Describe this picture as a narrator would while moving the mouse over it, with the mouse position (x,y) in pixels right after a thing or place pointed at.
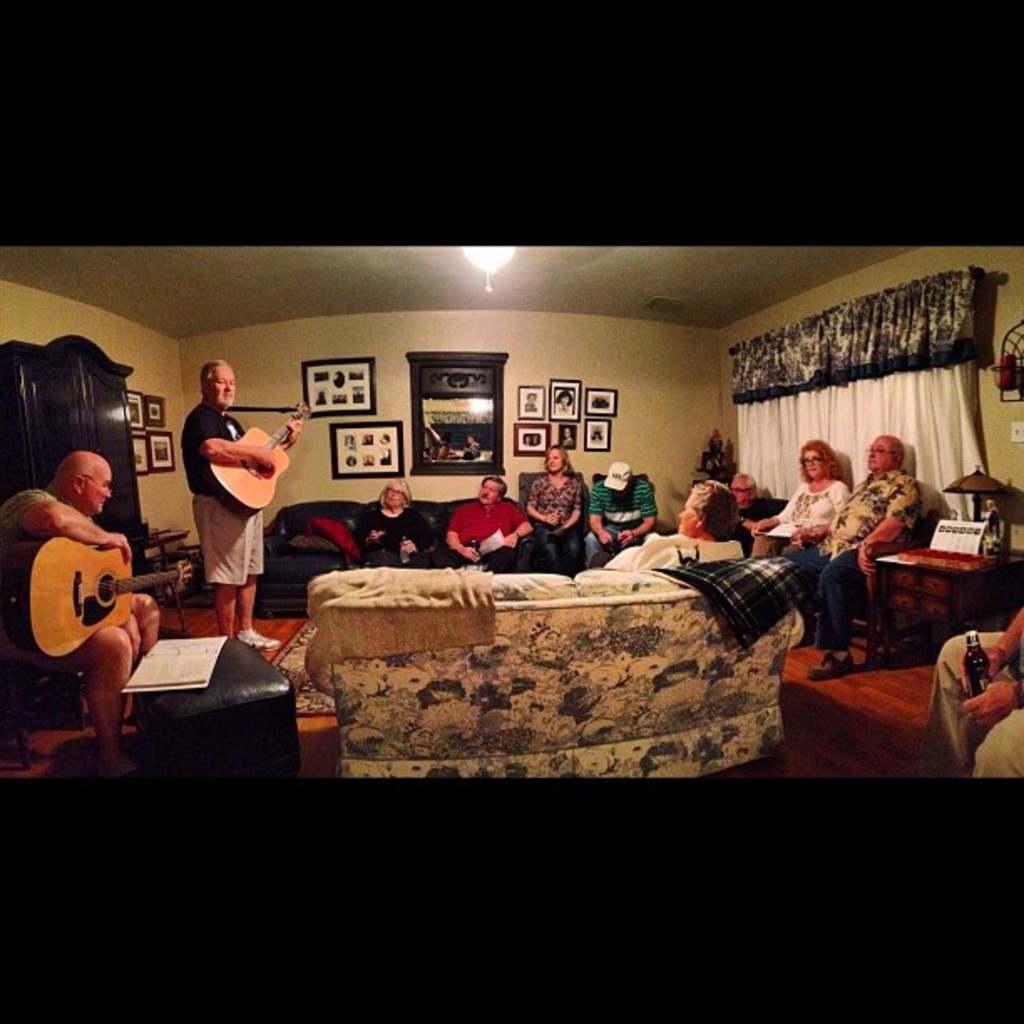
There is a group of people (547,469). They are sitting on a sofa (287,566) and chair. The left side (261,546) we have a person (272,466). His standing and his holding a guitar (275,451). We can see the background (786,406) there is a curtain (775,413), photo frame (367,372).
